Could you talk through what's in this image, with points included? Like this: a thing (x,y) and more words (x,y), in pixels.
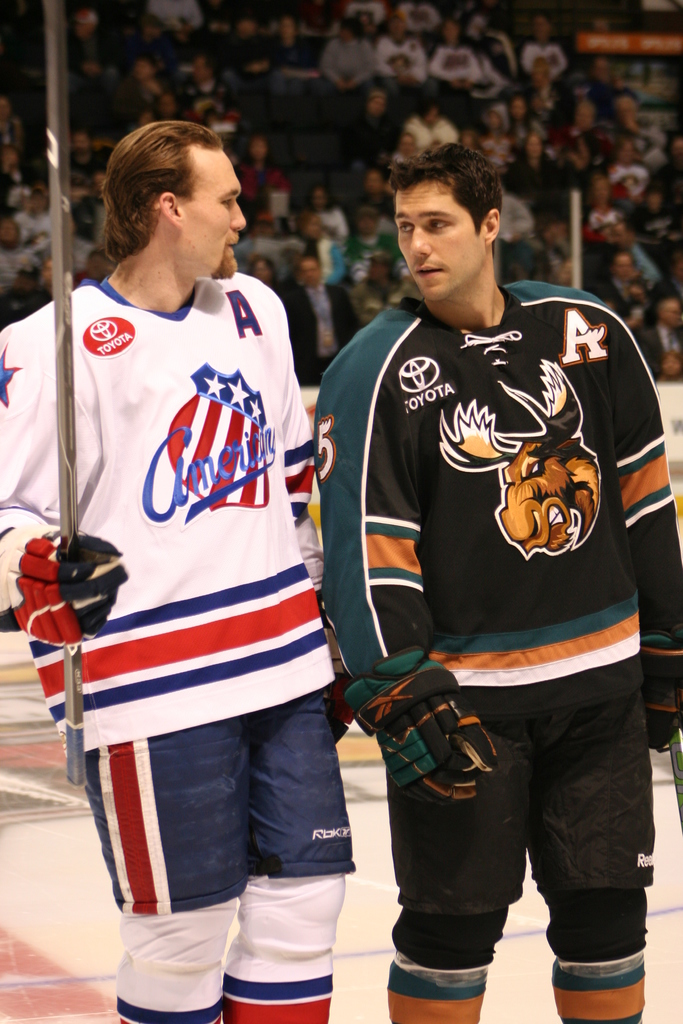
This image consists of two men (365,618) wearing jerseys (312,610) and standing. It looks like a stadium (627,76). In the background (377,167), there is a huge crowd (393,56). At the bottom (70,957), there is a ground (52,979).
